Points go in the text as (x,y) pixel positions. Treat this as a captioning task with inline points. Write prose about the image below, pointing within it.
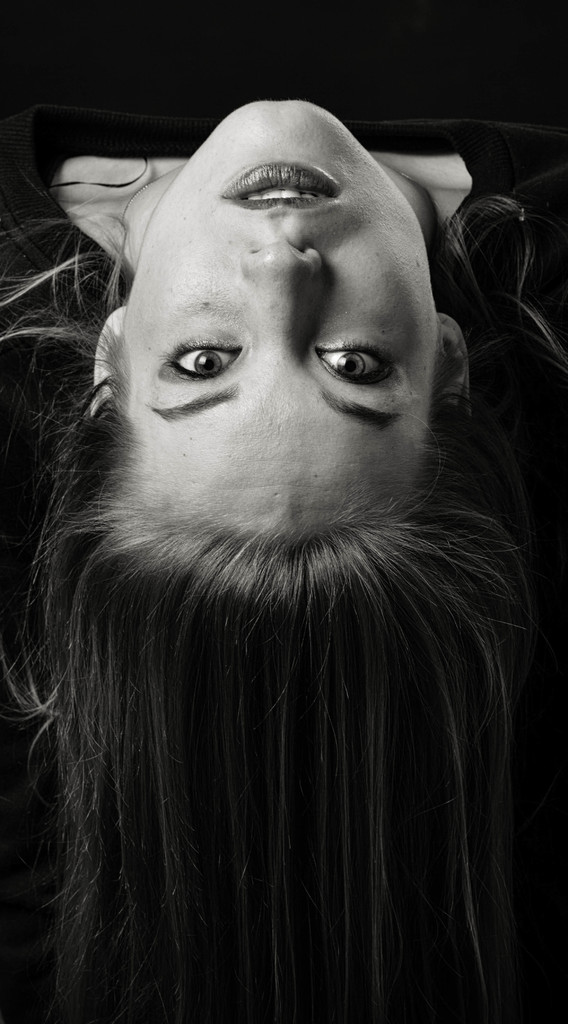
In this picture we can see a woman (409,301). Background (359,79) is black in color.
